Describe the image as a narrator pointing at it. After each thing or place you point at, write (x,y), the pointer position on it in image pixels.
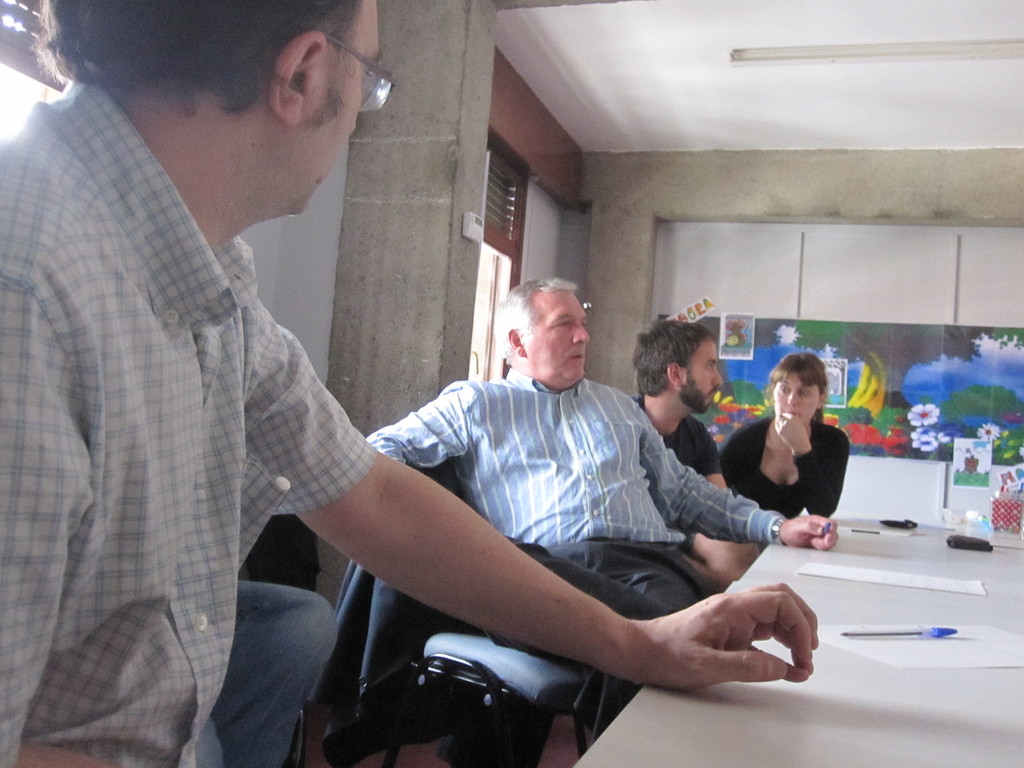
In this picture I can see four persons (325,492) sitting on the chairs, there are papers (859,571), pens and some other objects (971,539) on the table (898,590), there is a tube light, and in the background (780,283) there are posters (939,434) on the wall (728,281).
